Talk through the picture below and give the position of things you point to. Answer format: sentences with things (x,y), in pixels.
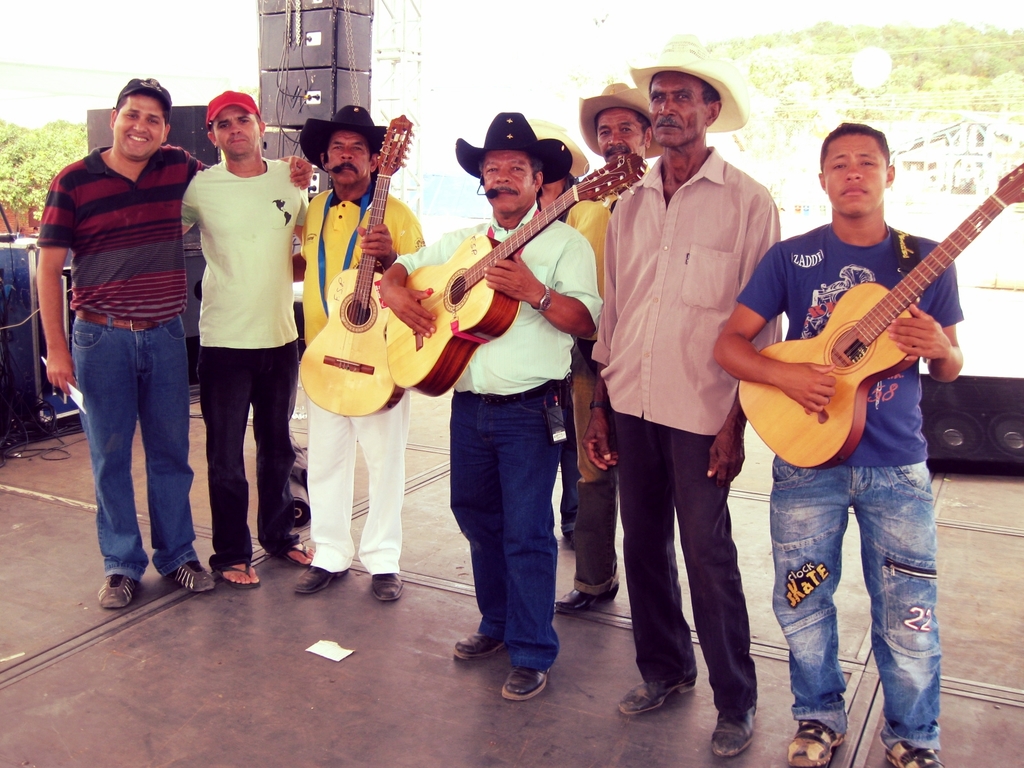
In this picture there is a group of people (143,227) those who are standing at the center of the image (488,491) and there are some people (524,282) they are holding the guitars (403,117) in their hands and there are speakers (273,4) at the left side of the image (266,16) and there are some trees (757,58) around the area of the image.
